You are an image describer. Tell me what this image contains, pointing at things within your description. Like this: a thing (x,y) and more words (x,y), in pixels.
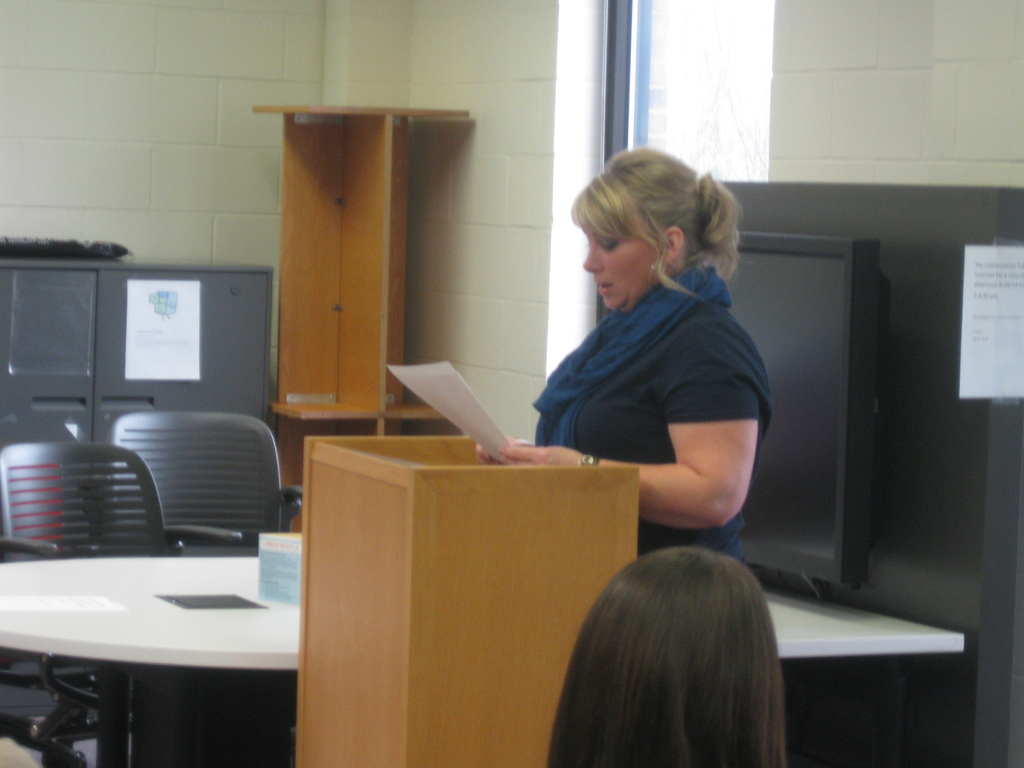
In the picture I can see a woman (607,409) wearing black color dress (619,382) blue color shrug (621,347) around her neck (644,304) standing behind wooden podium (425,528) and holding a paper (437,409) in her hands (532,459) and there are chairs (133,485), tables (172,623), on right side of the picture (785,444) there is screen (783,383) which is attached to the wall (802,137), there is window (704,151) and in the background of the picture (116,312) there are some cupboards (116,312), locker (116,312) and there is wall (777,151), in the foreground of the picture (693,644) I can see person's head (684,654).
